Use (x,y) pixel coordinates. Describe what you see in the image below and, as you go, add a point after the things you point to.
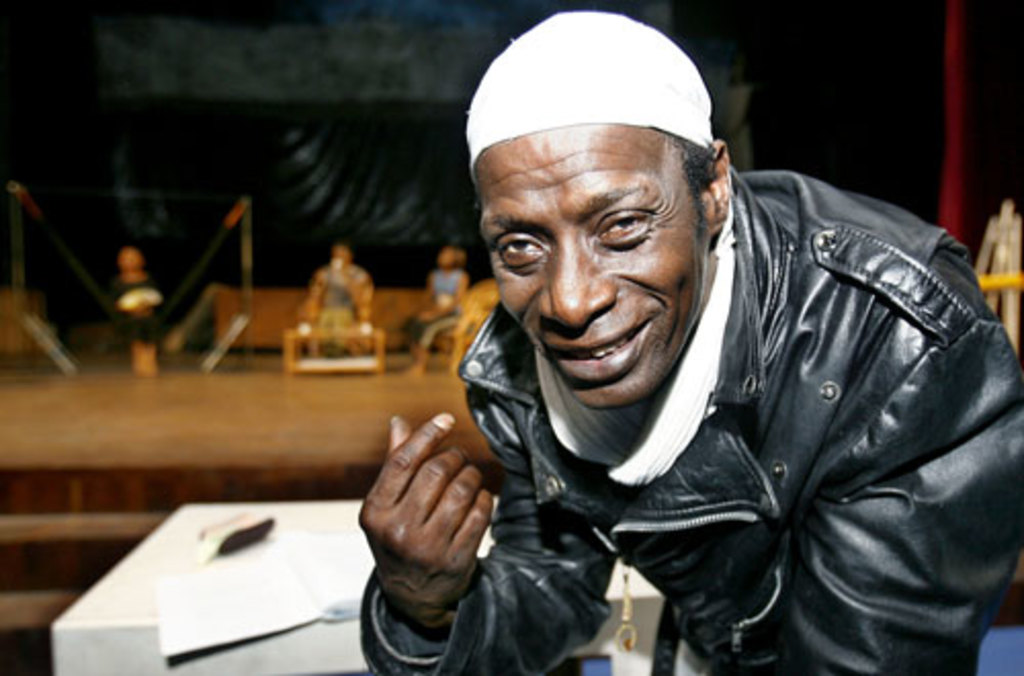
In this picture I can see a man (409,450) smiling, there are few people (312,314) sitting, there are chairs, tables (252,659), there is a table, and in the background (419,235) there are some objects (17,336).
